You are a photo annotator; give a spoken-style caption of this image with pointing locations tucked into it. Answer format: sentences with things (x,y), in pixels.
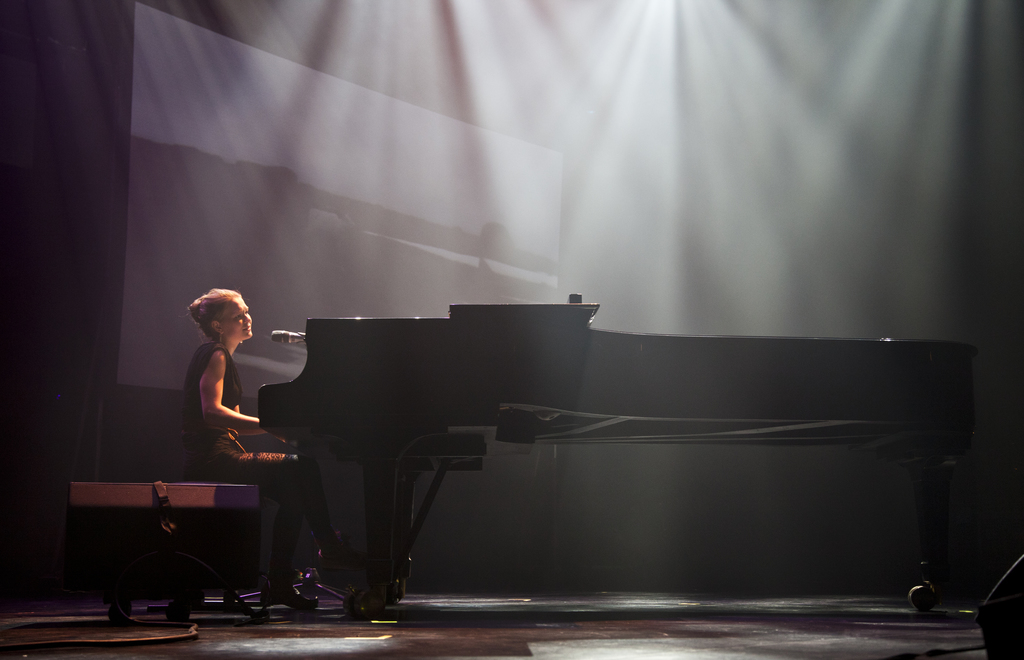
In the left (213,299) a lady (203,307) is sitting and Playing the piano (323,389) and there is a microphone (282,340) in front of her and she wears a good dress (239,394). There is a light (588,84) from the top in the middle (653,225) there are wheels (930,599) for this piano (939,464).
